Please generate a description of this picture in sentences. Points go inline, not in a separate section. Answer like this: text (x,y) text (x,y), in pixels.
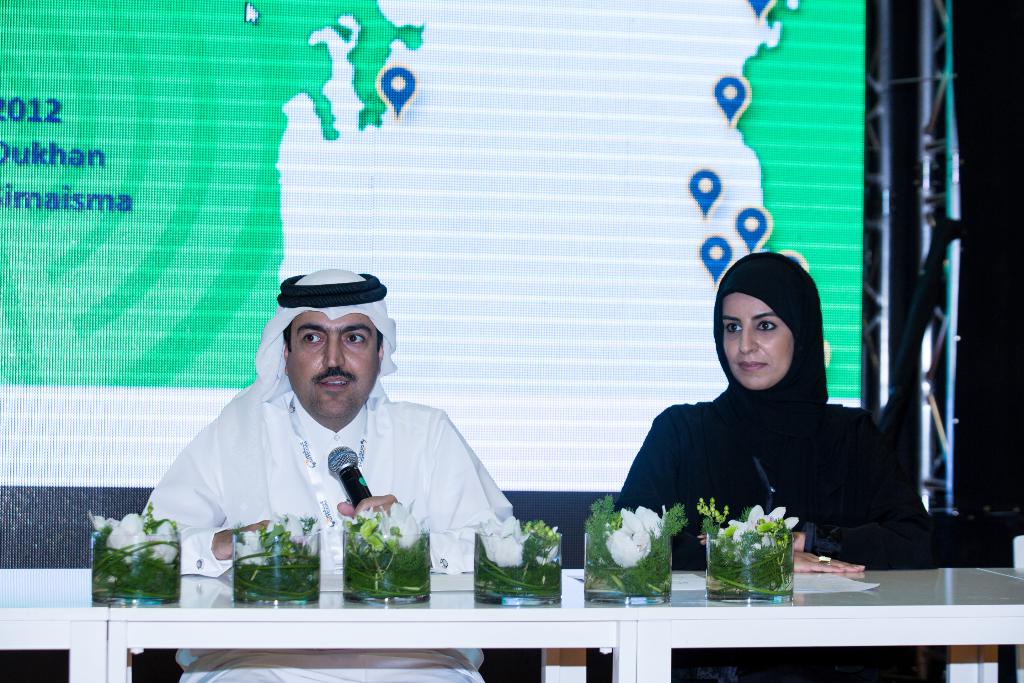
It is a conference two people (786,347) were sitting in front of the table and there are some flowers (367,527) kept in the glass vessels (400,579) and placed on the table (460,600). The left side person (312,492) is holding a mic (359,468), behind the people (330,357) there is a projector screen (259,340) and something is being displayed on the screen (52,271).
